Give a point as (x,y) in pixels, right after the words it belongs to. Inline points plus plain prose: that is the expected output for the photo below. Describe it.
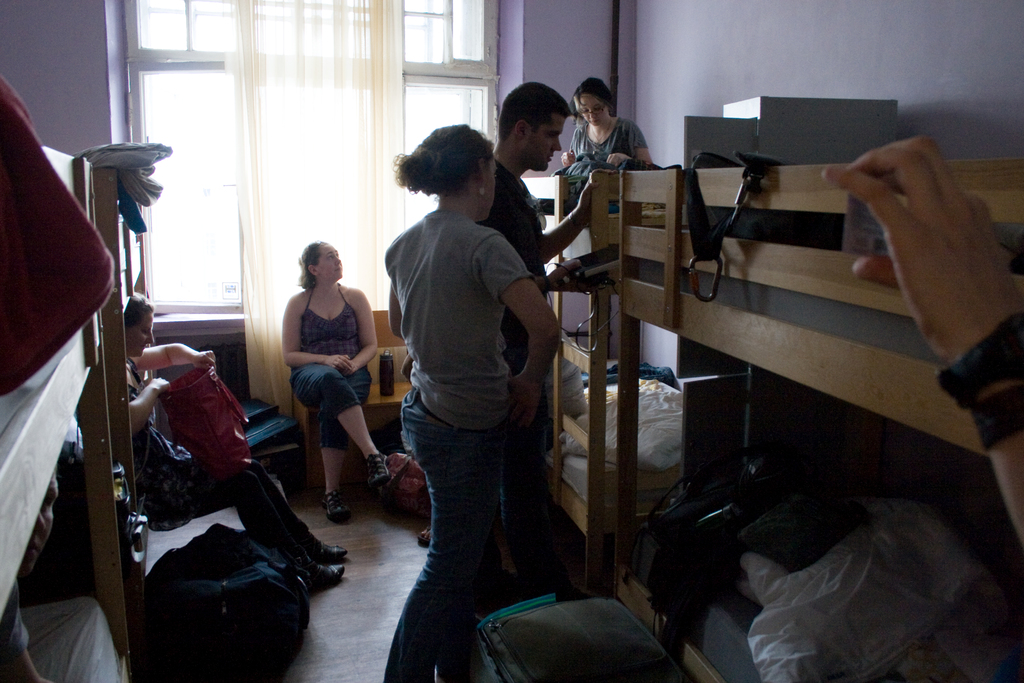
In this image we can see a group of people (138,407) are sitting, and some are standing, there is a wooden cot (798,367), and there are some objects (771,473) on it, there is a window (446,108), there is a curtain (366,0), there is a wall (840,61).
